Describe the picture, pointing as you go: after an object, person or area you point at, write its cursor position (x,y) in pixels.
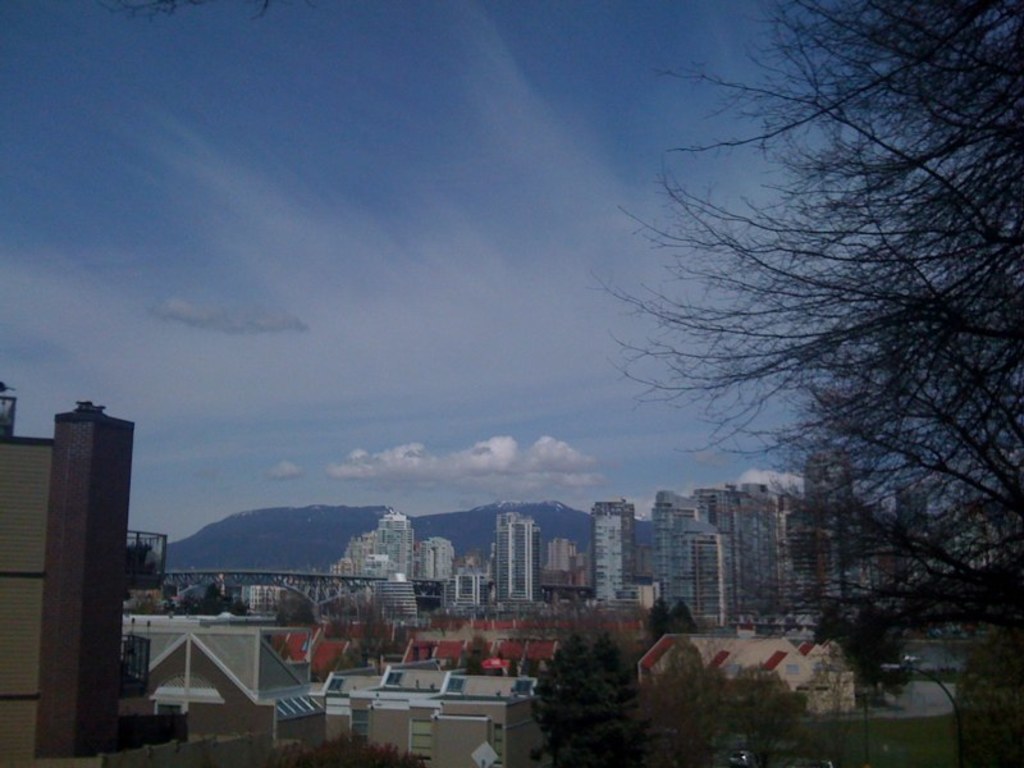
In this image I can see buildings (635,602) and trees (375,659). In the background (314,524) I can see mountains (322,519) and the sky (382,293).
